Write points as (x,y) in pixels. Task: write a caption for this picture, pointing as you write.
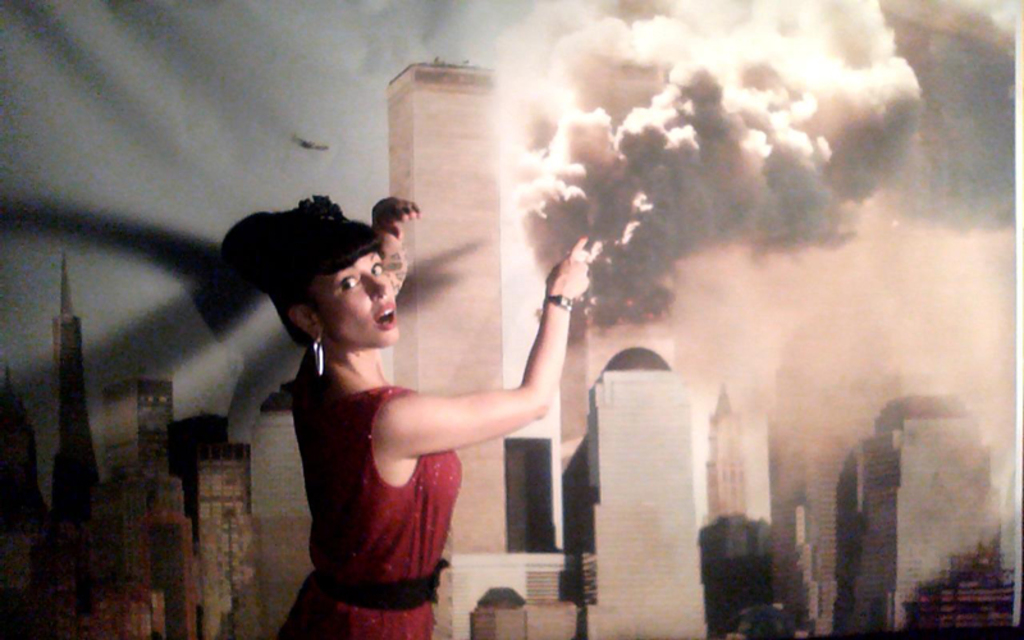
In this picture there is a woman (438,397) standing at the wall (342,177). There is a painting (10,408) of buildings (658,625) and there is a smoke (844,21) and there is an aircraft (303,143) in the sky (307,120).
